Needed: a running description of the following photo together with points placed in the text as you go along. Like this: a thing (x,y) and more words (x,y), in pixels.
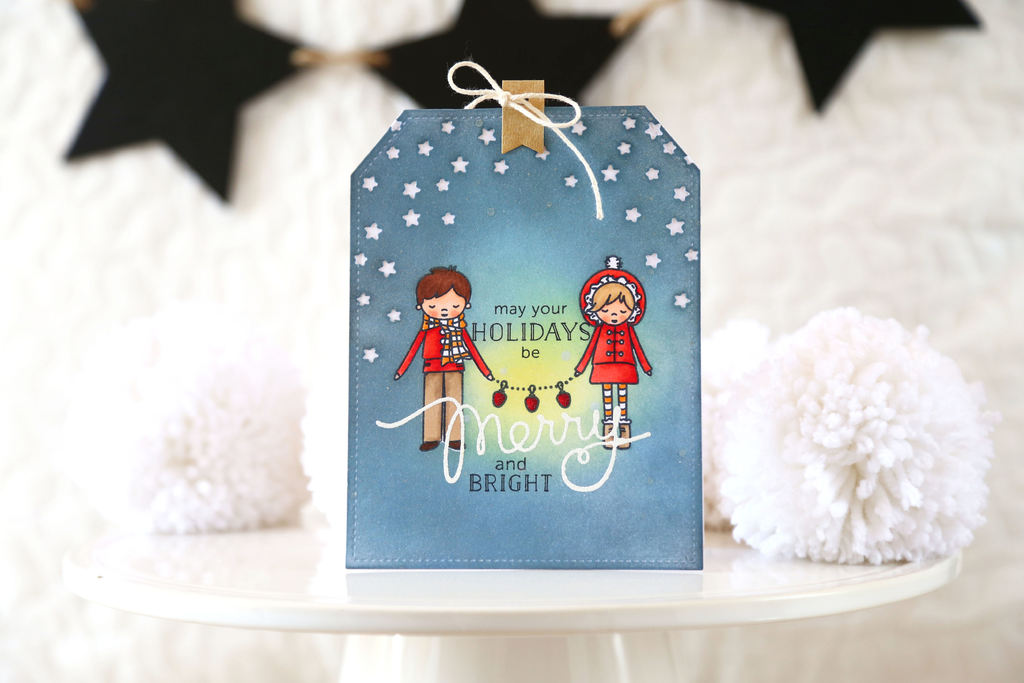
In this image I can see the card (502,285) which is in blue color. I can see two people (459,396) something is written on the card (558,457). In the background (297,375) I can see the white and black color object (156,16). These are on the white color surface (712,548).
